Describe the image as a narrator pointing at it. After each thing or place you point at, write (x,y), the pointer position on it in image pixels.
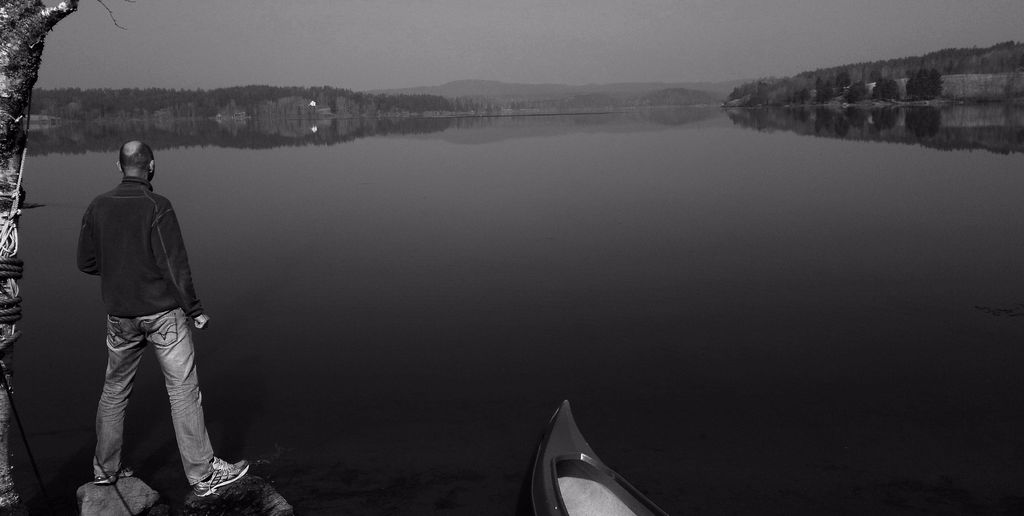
This is a black and white picture. In this picture we can see a boat (550,452) in the water (231,447). There is a person (198,484) standing on the stones (132,487) on the left side (134,240). We can see a tree trunk (19,8) on the left side (14,154). There are a few trees (358,113) visible in the background (575,99). We can see the reflection (541,117) of trees (387,98) in the water (496,124).
